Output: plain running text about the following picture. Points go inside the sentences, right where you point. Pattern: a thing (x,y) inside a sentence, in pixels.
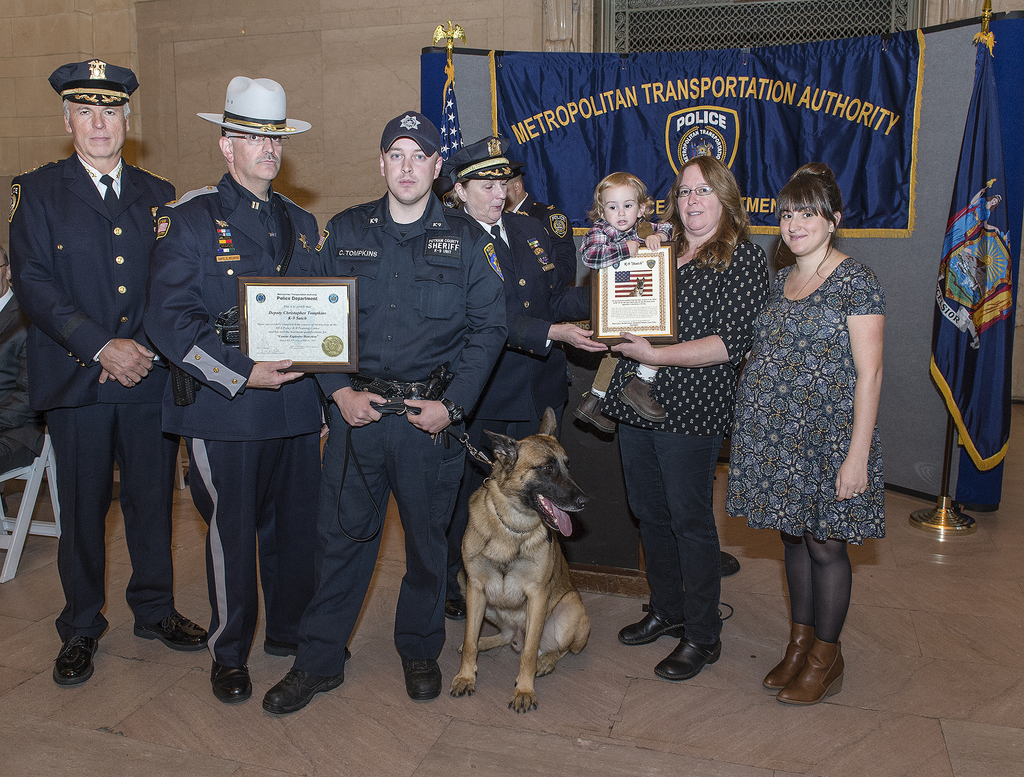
In this picture we can see a group of people (835,255) standing and a dog (565,567) on the ground (600,720) where a man (236,490), two women (499,187) and a child (624,253) holding frames (340,278) with their hands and in the background (452,102) we can see a banner (654,72), flags (446,122), wall (306,108).
